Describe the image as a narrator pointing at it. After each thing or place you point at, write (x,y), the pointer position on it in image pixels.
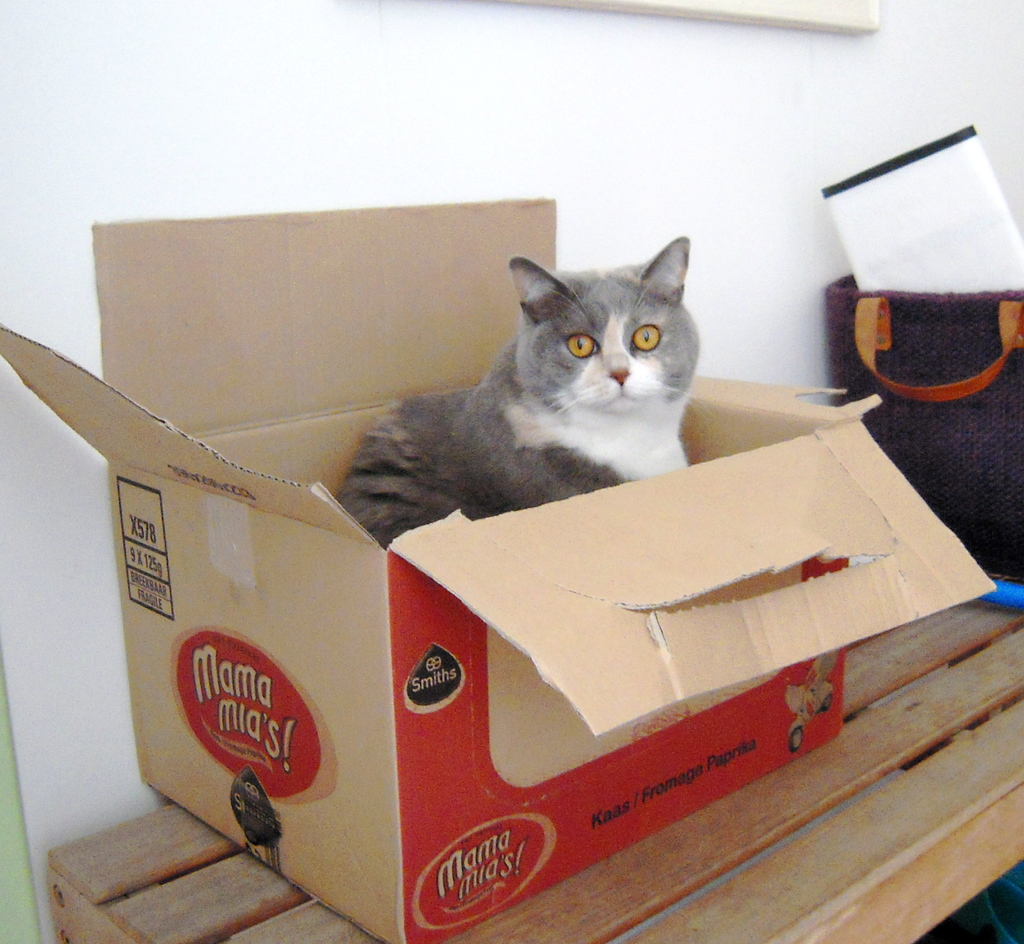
In this image, we can see a cat (517,391) is there inside the carton box (615,519). This carton box (499,657) is placed on the wooden surface (847,844). Right side of the image (996,427), we can see a bag (982,338), paper (923,206), some object (1015,595). Background (705,137) there is a wall (651,135), Top of the image (747,7), we can see a white object (819,16).
